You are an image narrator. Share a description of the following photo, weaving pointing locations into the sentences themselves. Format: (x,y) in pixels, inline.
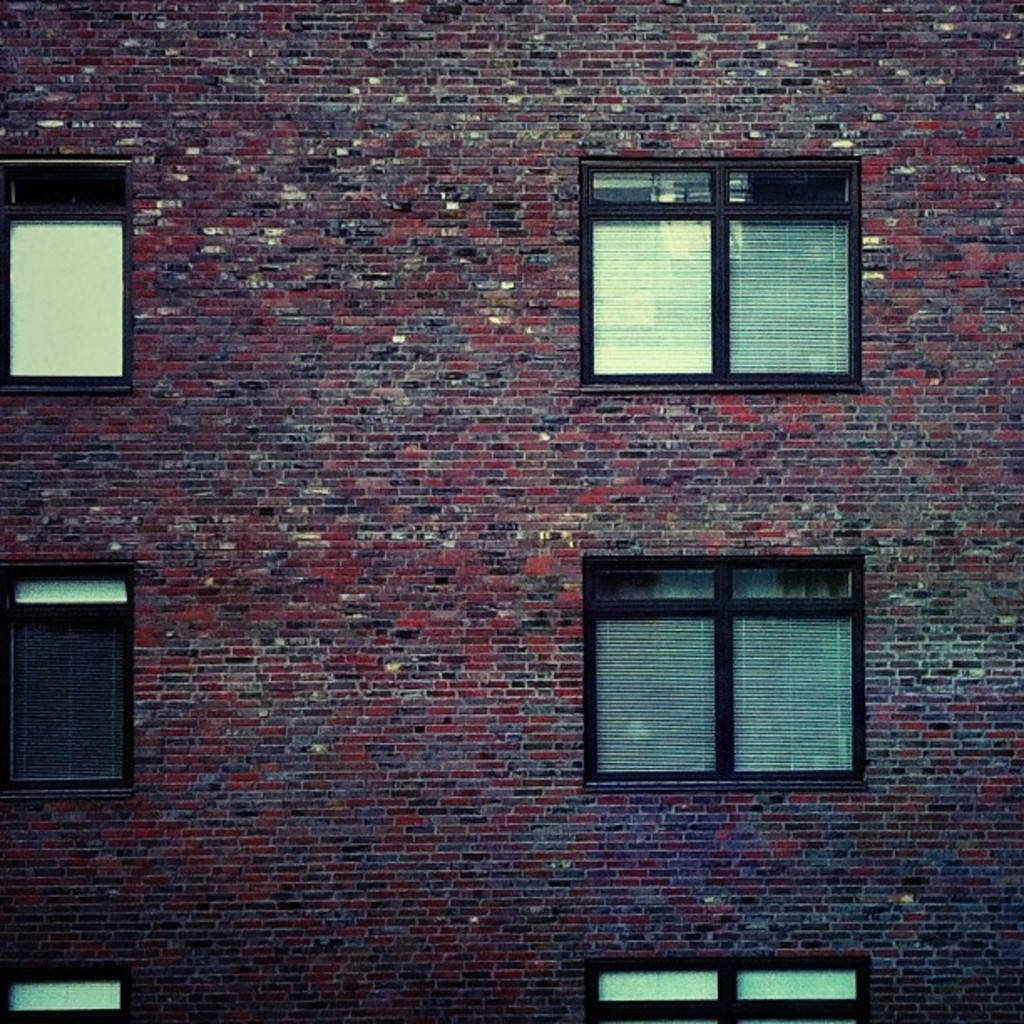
In the image in the center (458,464), we can see one building (458,464), brick wall (509,718) and windows (8,188).
